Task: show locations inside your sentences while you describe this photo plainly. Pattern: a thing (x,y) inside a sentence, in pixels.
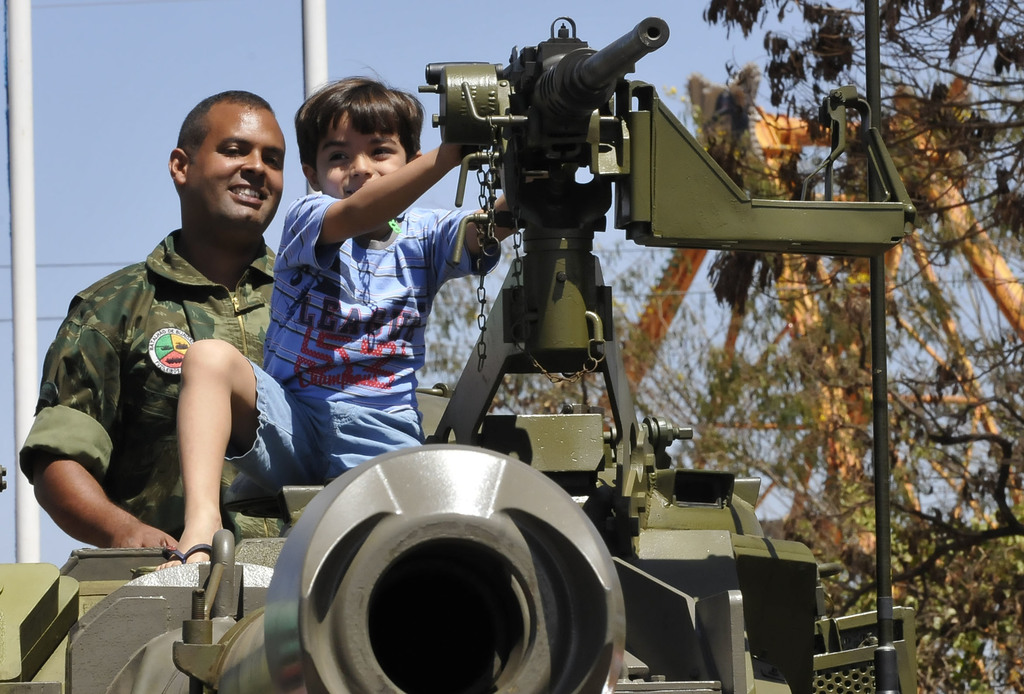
Here I can see a boy (264,389) wearing blue color t-shirt (322,346), short (273,426) and sitting on a vehicle (255,609). At the back of this boy (295,341) there is a man (131,425) wearing uniform (108,326), smiling and looking at this boy (317,212). On the right side (964,614) there are some trees (922,406). On the left side (24,249), I can see two poles (313,62). On the top of the image (140,47) I can see the sky (166,42).
